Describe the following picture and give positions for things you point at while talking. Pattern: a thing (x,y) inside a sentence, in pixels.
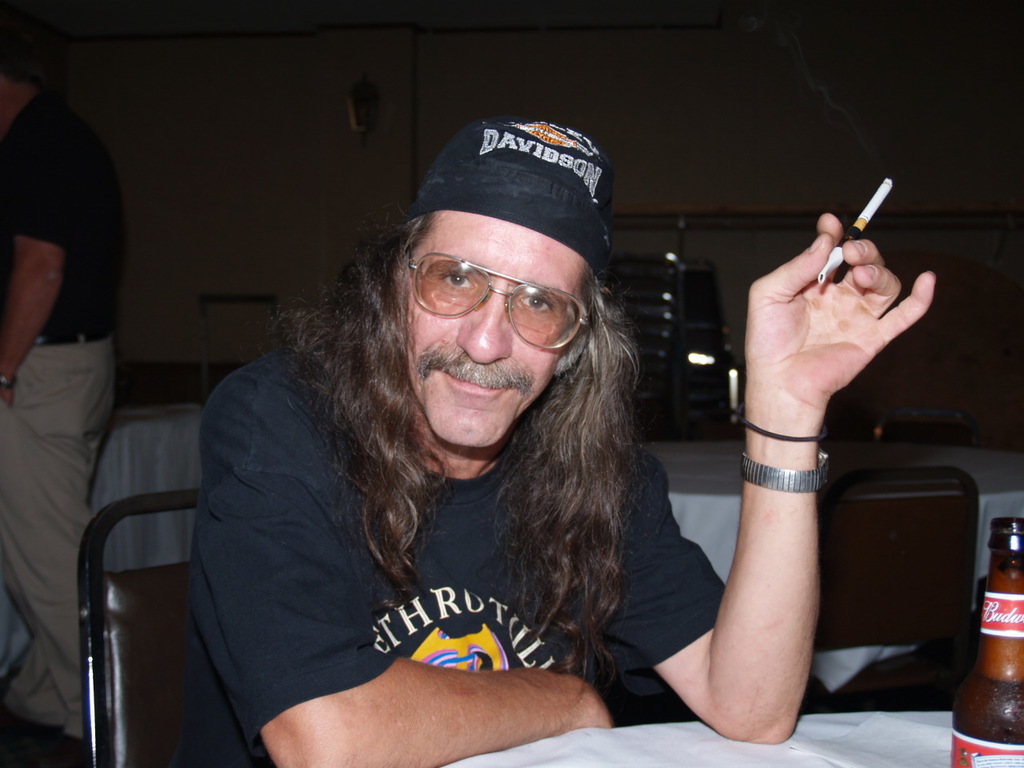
In this image, we can see a few people (399,359). Among them, we can see a person (515,354) wearing spectacles (518,322) is sitting and holding a cigarette (854,227). We can see some tables (154,533) covered with a cloth (864,762). There are a few chairs (878,532). We can also see a bottle (957,719). We can see the wall (302,215).
